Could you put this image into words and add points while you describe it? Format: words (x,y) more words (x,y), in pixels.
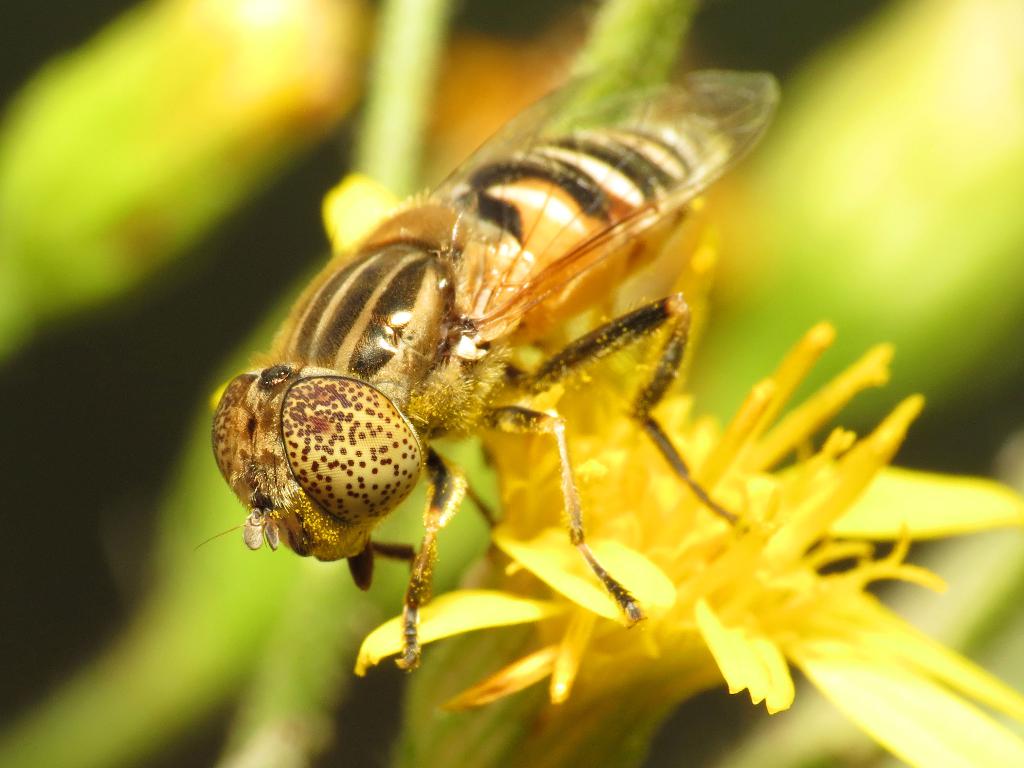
There is a hoverfly (440,247) standing on the yellow color flower (768,540). And the background (121,598) is blurred.
